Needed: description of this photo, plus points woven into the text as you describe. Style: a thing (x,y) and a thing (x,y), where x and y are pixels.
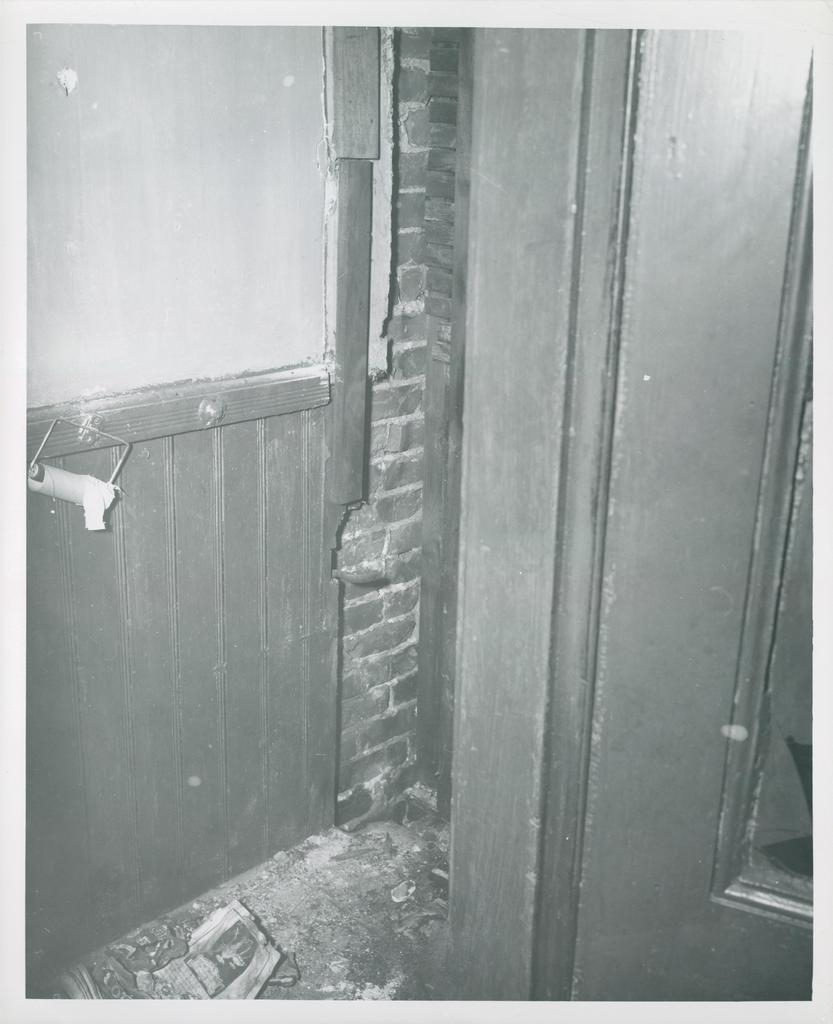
In this picture we can see a door (609,532) and it is a black and white photography.
